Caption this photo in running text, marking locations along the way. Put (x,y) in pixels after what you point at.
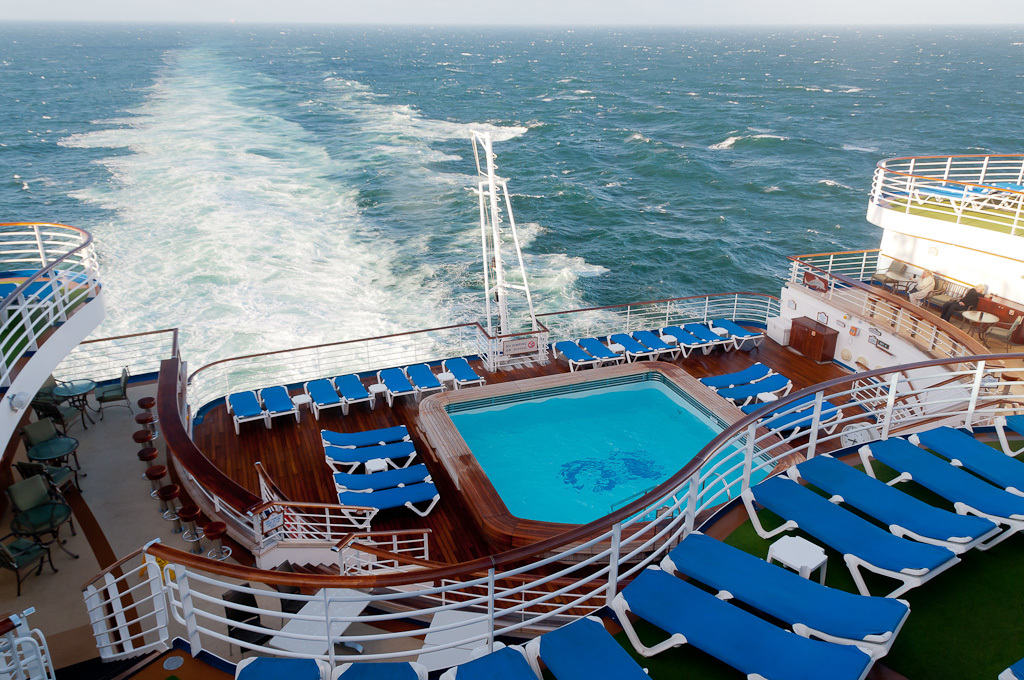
In this image we can see a big ship (406,536) where we can see chairs (584,674), tables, swimming pool (509,495) and a person (925,277) here. Here we can see wooden flooring (351,408) and the pole (489,305). In the background (430,214), we can see the water (491,35) and the sky (744,13).
